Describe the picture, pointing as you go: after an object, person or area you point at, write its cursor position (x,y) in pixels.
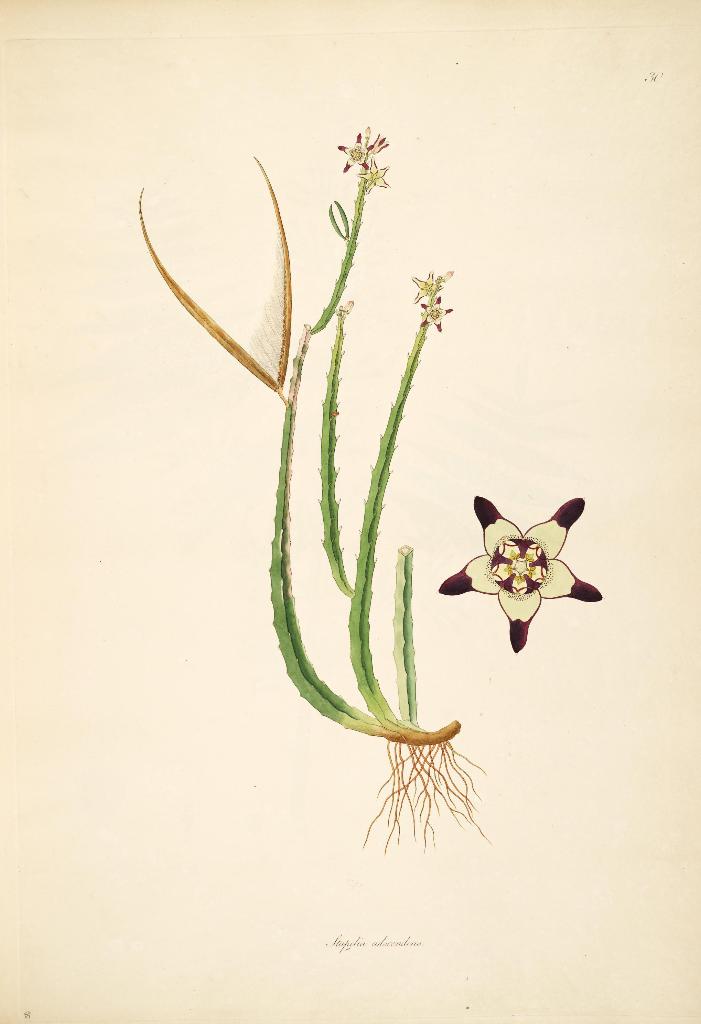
In this image I can see a plant (355,665) which is green and brown in color and I can see few flowers (427,289) to it which are white and pink in color. To the bottom of the plant (407,723) I can see its roots (389,840) which are brown in color. I can see a flower (551,583) which is dark pink and white in color and the cream colored background (226,910).
